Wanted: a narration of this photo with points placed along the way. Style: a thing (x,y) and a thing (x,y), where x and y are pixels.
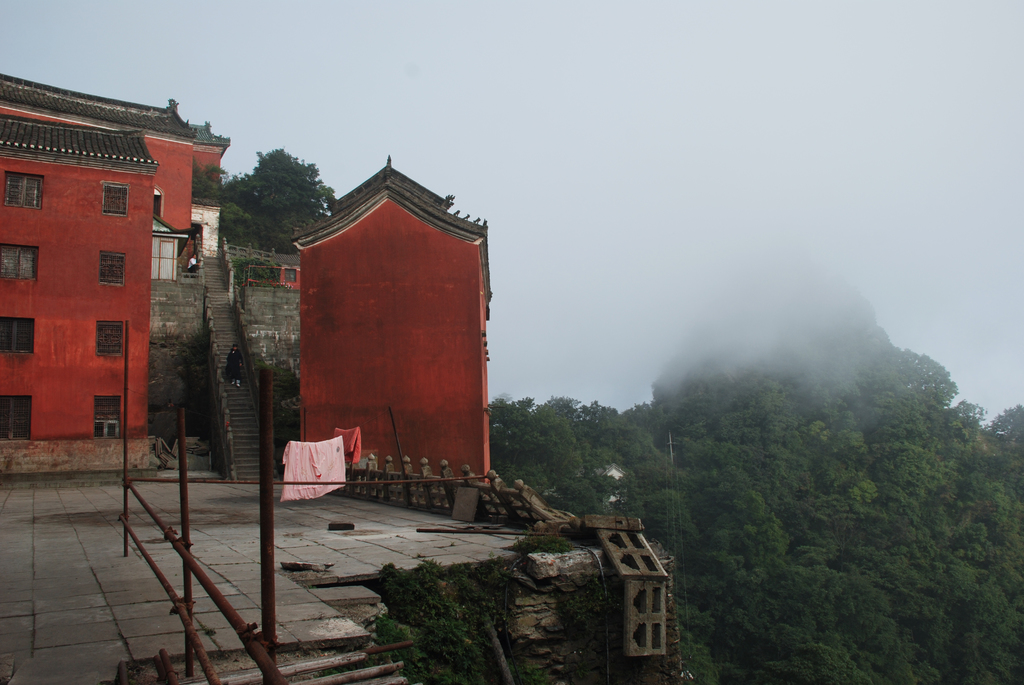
This is an outside view. On the left side (99,367), I can see a building (60,293) along with the windows (19,331). There are some stairs (223,312). On the stairs (242,390) I can see a person (233,367) is walking. In the foreground (265,666), I can see the railing (259,655). On the right side (767,541) there are many trees (856,587). This is looking like a hill (837,542).
